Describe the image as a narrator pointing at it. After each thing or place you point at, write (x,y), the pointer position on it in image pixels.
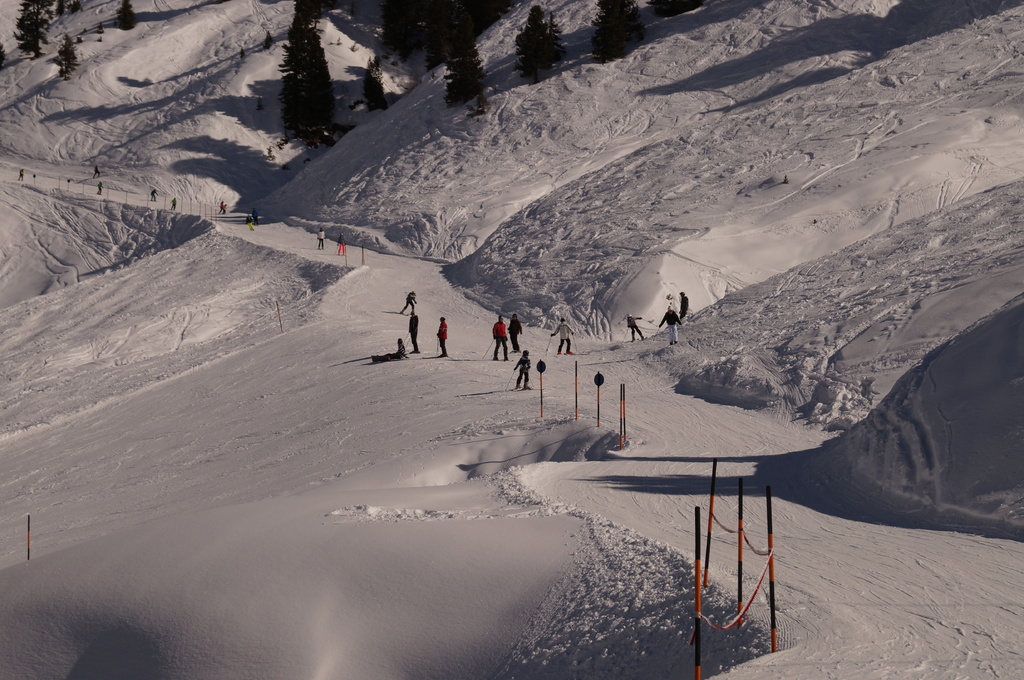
In the image we can see there are people (567,341) standing on the ground (304,267) and the ground (386,431) is covered with snow (496,269). There are poles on the ground (480,404) and there are lot of trees (63,74). Behind there are hills (503,92) covered with snow (506,46).
